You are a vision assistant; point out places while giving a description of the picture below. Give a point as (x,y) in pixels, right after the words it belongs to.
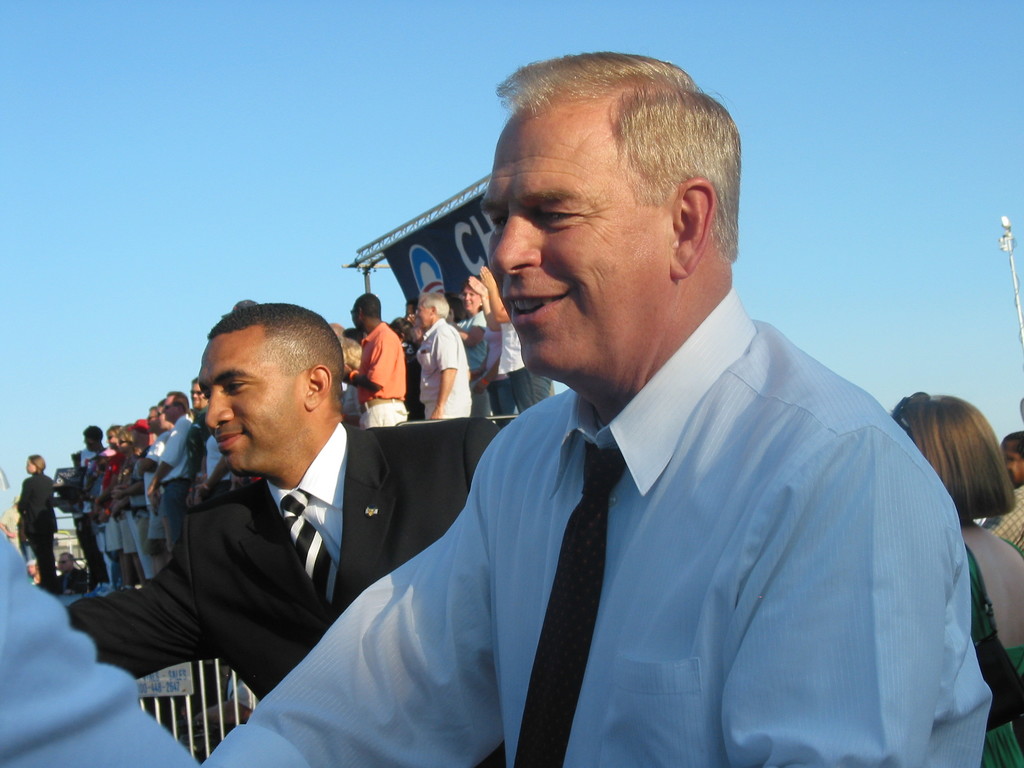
In the foreground of this image (612,449), there is a man (631,484) in white shirt (675,606) and black tie (591,510). Behind him, there is another man (341,477) in black suit (434,490). On the right (1009,541), there is a woman (1018,587) and a man (1021,496). In the background (424,344), there are people (122,435) standing, railing (228,667), a banner (415,259) to the pole like structure (418,223), a pole (1008,243) on the right (1007,225) and the sky (591,48) at the top (466,48).
